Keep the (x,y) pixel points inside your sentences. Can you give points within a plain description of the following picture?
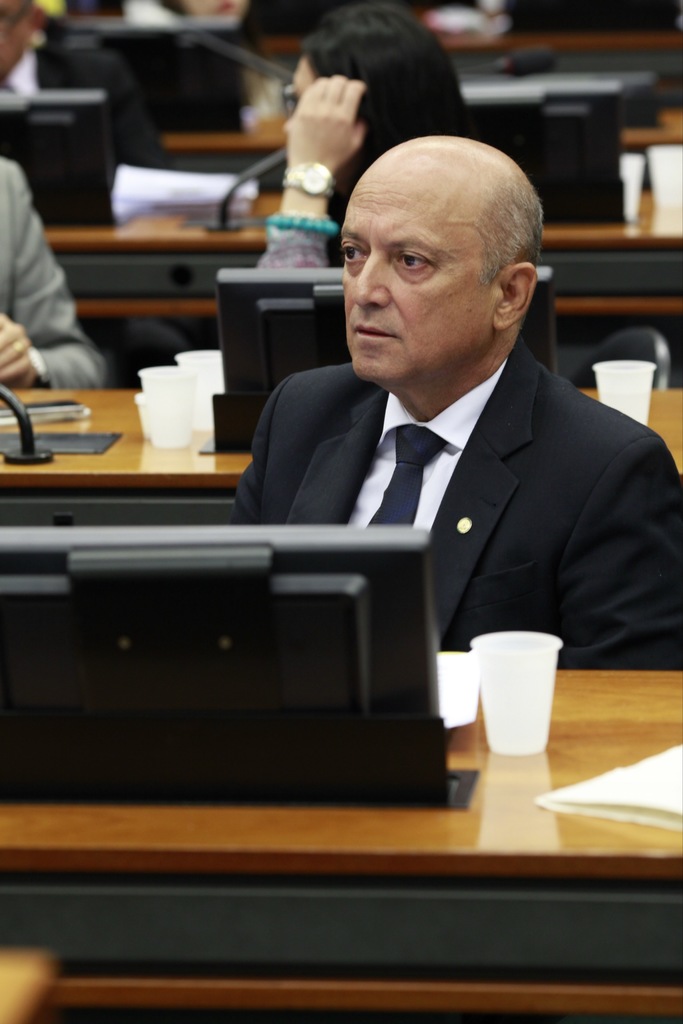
Here is the man (461,469) sitting. This is a table (308,816) with a monitor (188,666), tumbler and some papers (652,763) on it. At background (330,87) I can see the women (318,149) and few people (45,270) sitting on the chairs (145,355). I can find tumblers (212,362), monitors (278,292) and mic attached to the desks (663,419).
